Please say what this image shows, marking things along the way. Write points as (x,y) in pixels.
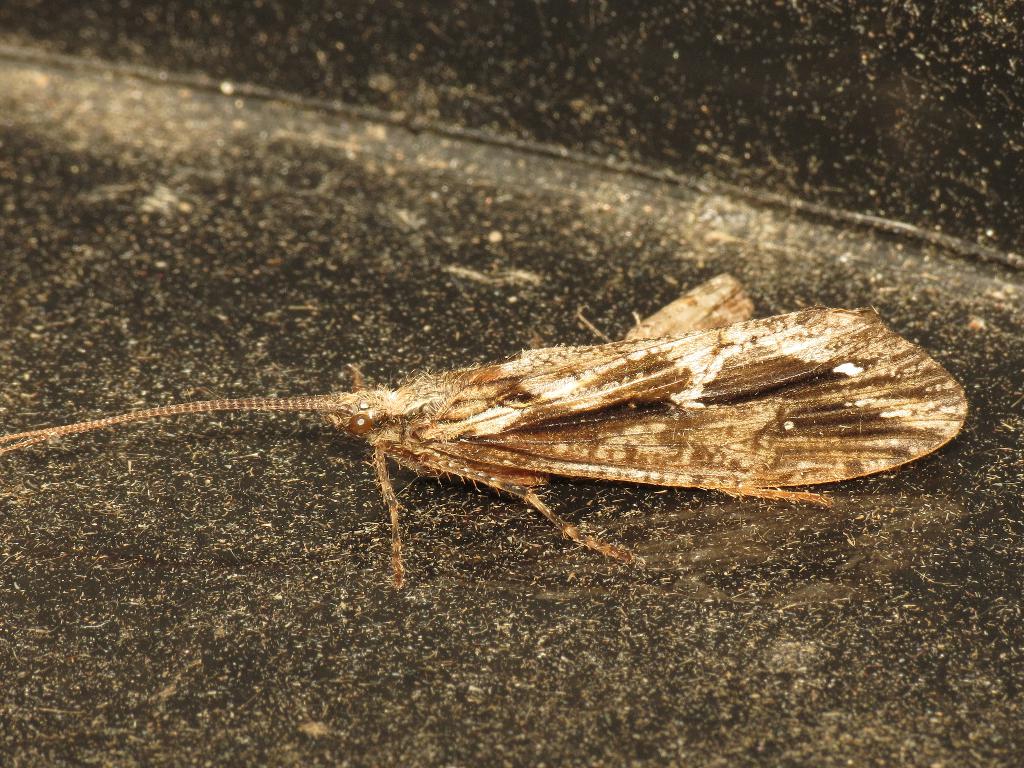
In the center of the image (566,345) there is a fly (572,440) on the ground (518,650).
